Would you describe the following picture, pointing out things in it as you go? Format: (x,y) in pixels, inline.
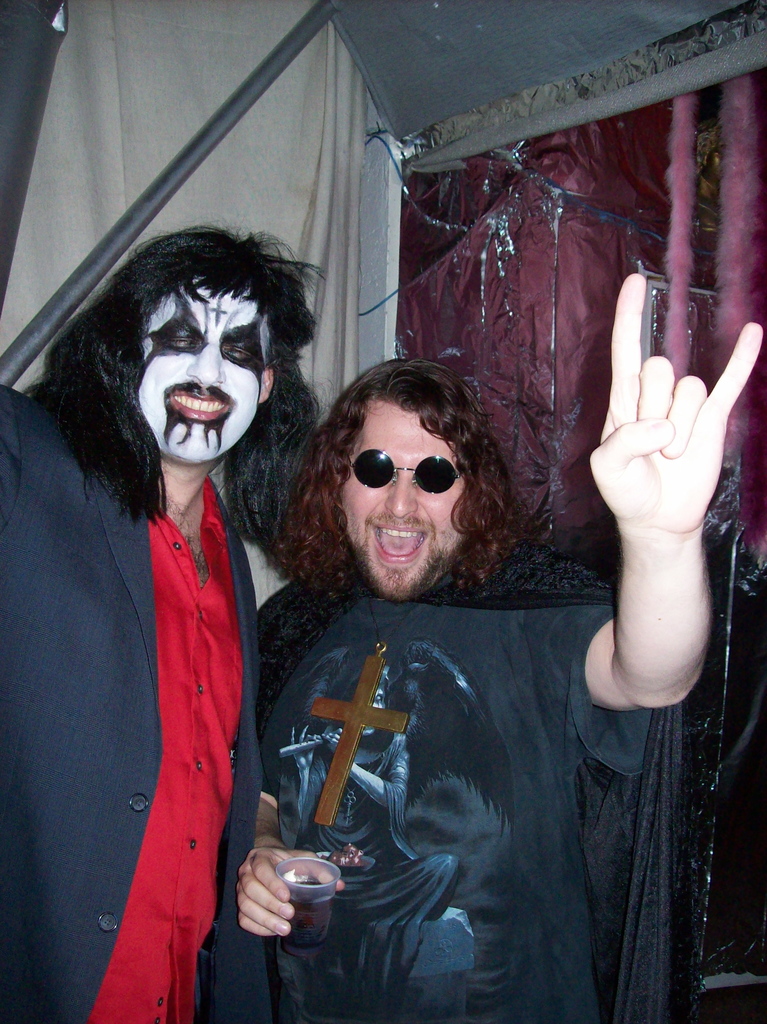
As we can see in the image in the front (182,714) there are two people (182,714). The person (368,614) on the right side (527,933) is wearing spectacles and black color dress (485,785). The person (251,603) on the left side (64,693) is wearing blue color jacket (104,766) and there are curtains (357,183).
